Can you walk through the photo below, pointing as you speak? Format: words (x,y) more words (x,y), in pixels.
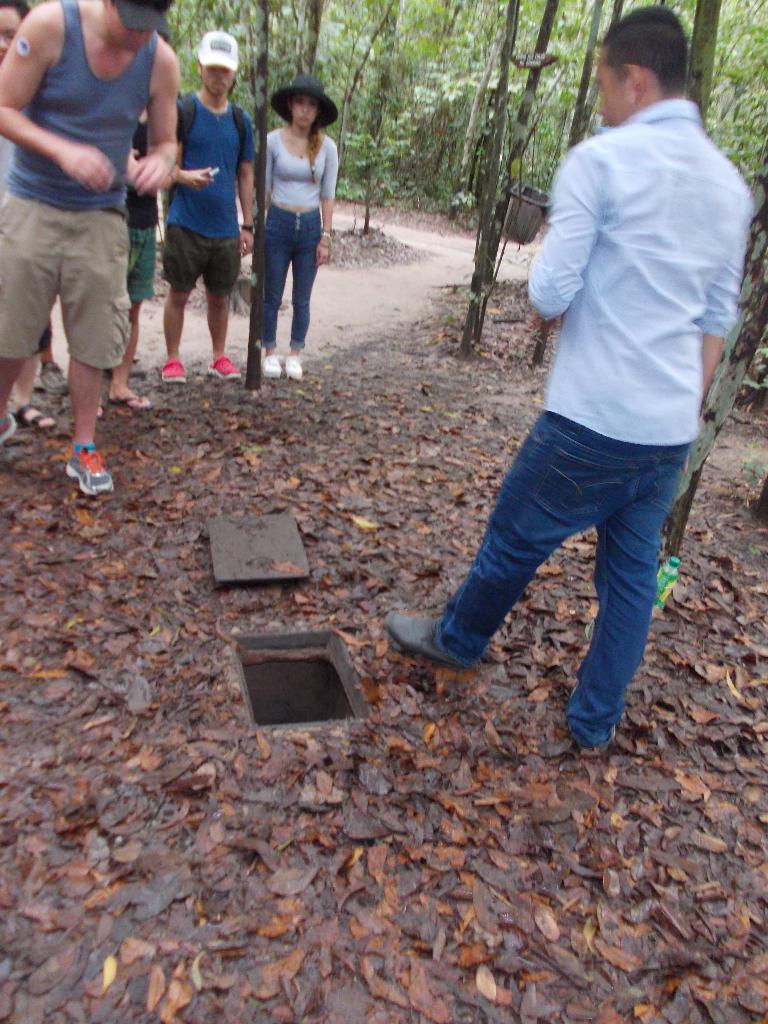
In this image there is a hole (294,690) in the middle (287,681). There are so many dry leaves (273,845) around the hole (297,639). Beside the hole (323,642) there is a wooden plank (248,579). On the left side (151,132) top there are few people (192,138) who are standing on the ground (237,344) and looking at the hole (277,686). On the right side (665,409) there is a man (629,573) standing on the ground (454,673) beside the hole (307,690). In the background (396,28) there are trees (427,36) and there is a path (404,237) in between them.
